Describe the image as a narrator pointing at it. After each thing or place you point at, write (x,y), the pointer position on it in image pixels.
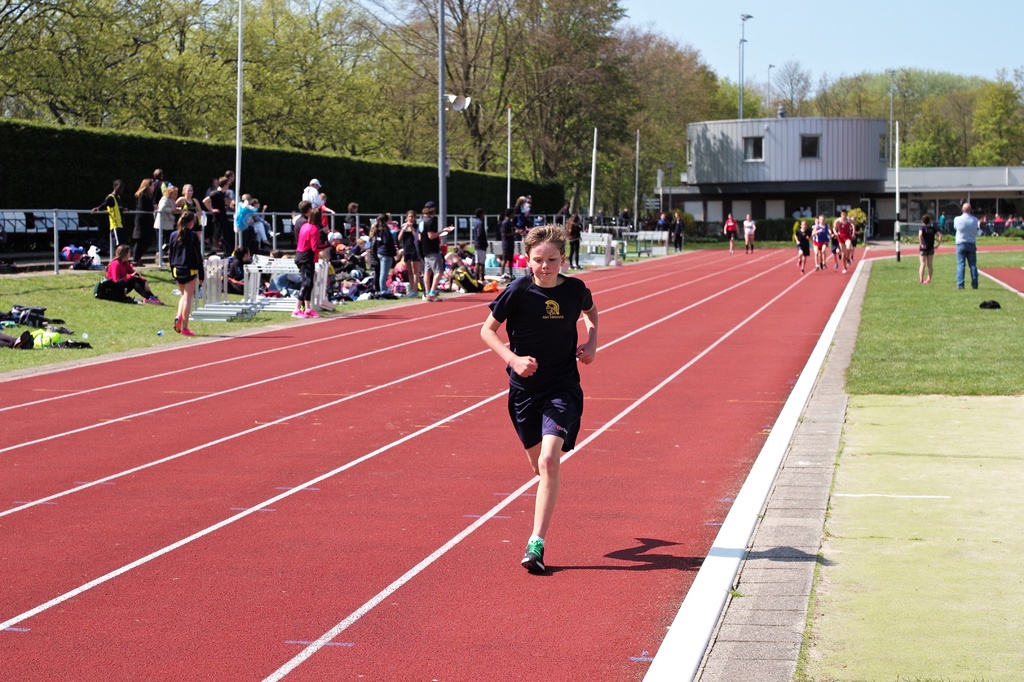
There is one kid (534,400) running on the ground (504,515) as we can see at the bottom of this image (521,458), and there are some persons (443,269) and a building (735,170) in the background (674,193). There are trees (533,109) and a sky (783,56) at the top of this image (723,43).
